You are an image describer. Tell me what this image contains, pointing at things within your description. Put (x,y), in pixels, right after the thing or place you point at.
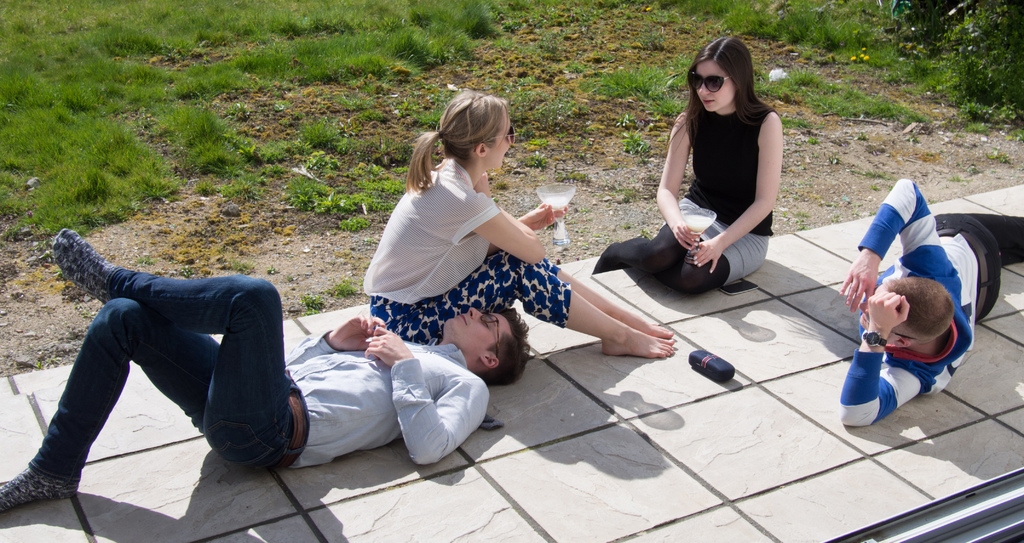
In this image we can see four people (727,248) and among them two people (626,248) are holding objects (706,225). Behind the persons (528,214) we can see the grass (628,60).
